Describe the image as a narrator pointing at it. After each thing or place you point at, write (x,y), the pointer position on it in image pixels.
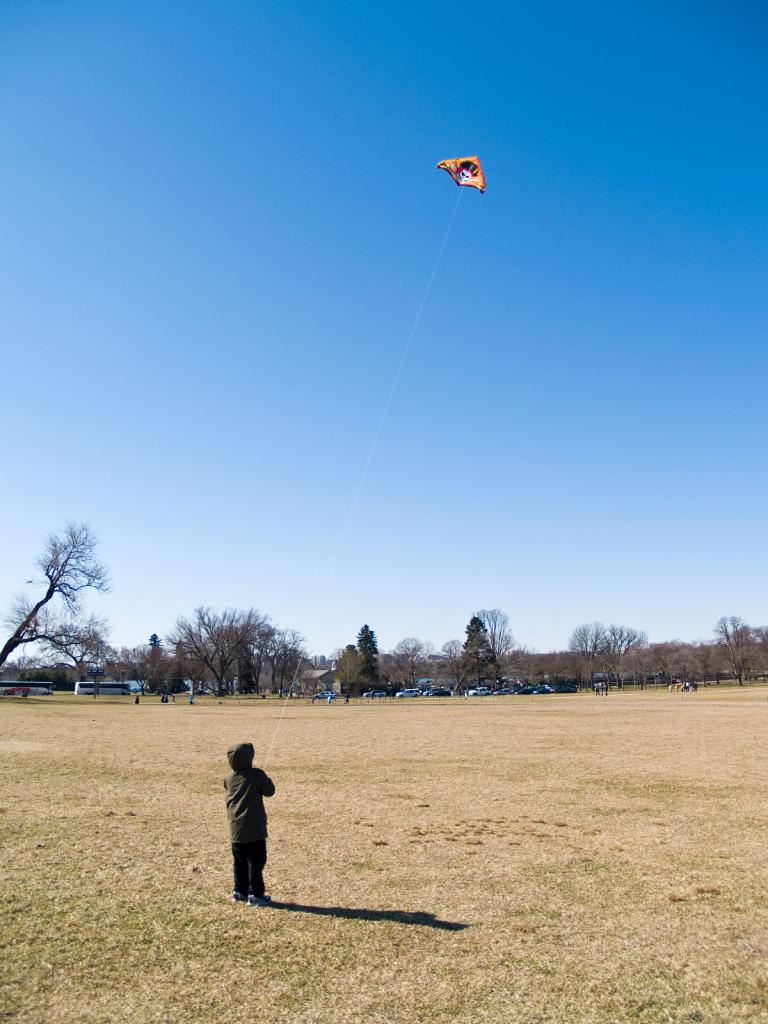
In this picture I can see a boy (242,861) flying the kite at the bottom (248,852), in the background (534,661) there are vehicles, trees (504,671). At the top (14,193) there is the sky (577,392).
